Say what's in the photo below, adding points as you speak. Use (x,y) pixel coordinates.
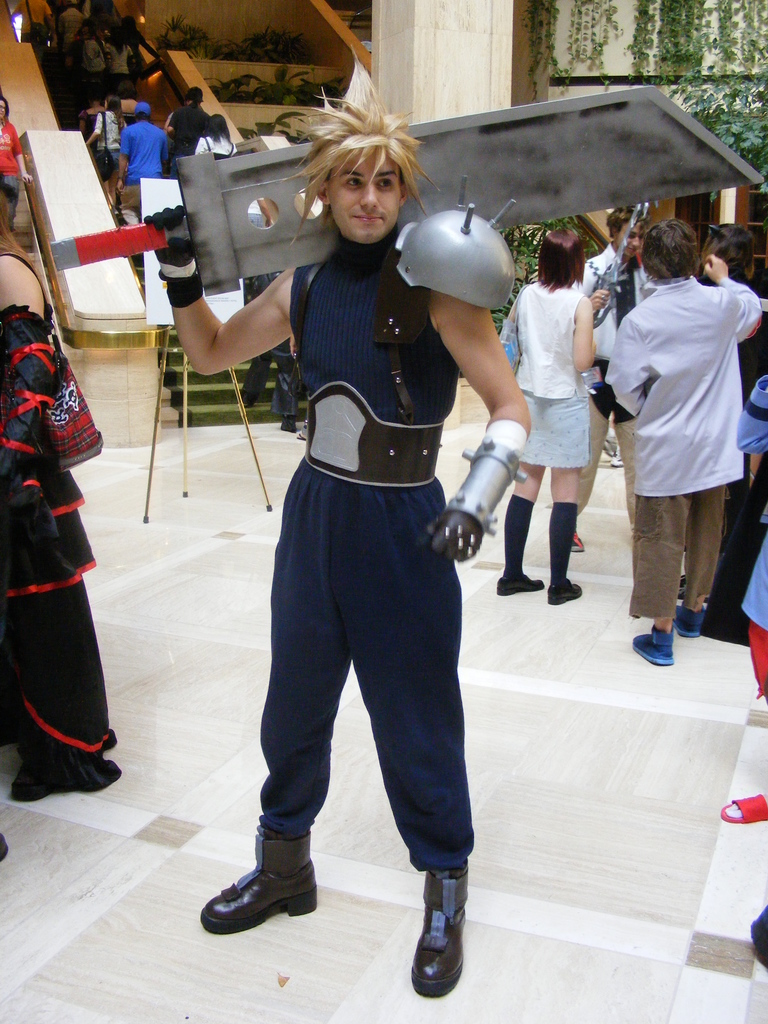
In the picture I can see a group of people (422,485) are standing on the floor (462,437) among them the man (343,441) in the front (400,428) is holding an object (273,225) in the hand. In the background (248,415) I can see a board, plants (660,67) and some other objects (215,388).
